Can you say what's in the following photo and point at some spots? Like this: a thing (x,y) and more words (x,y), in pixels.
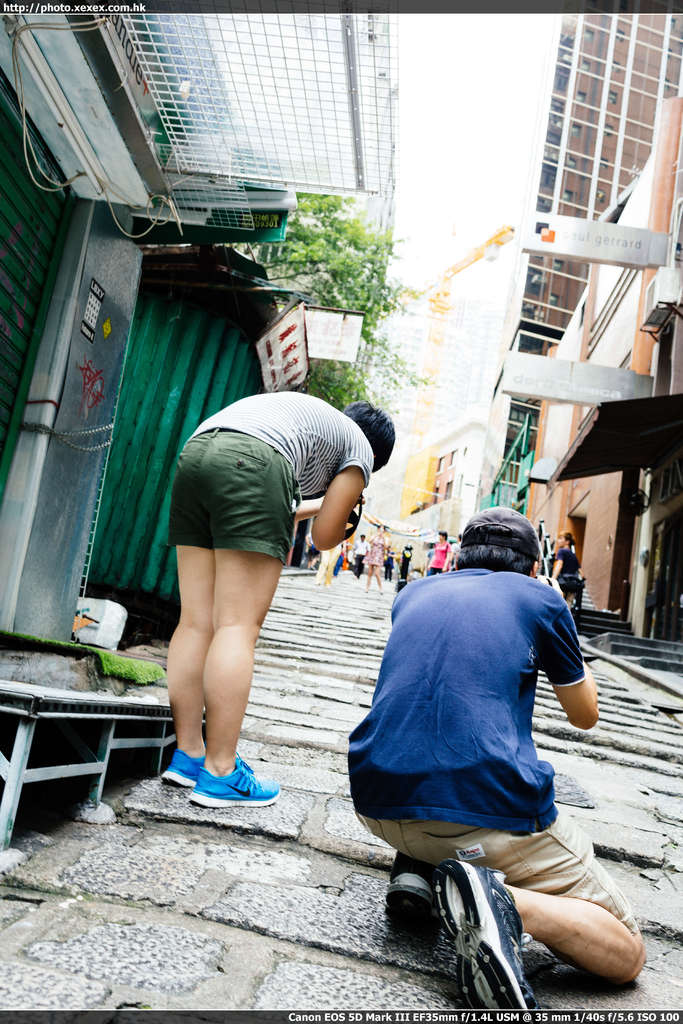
In this picture I can see two persons (290,416), there are houses (454,487), boards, trees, there are group of people (451,538), and in the background (458,149) there is sky (434,129) and there are watermarks (296,1021) on the image.
